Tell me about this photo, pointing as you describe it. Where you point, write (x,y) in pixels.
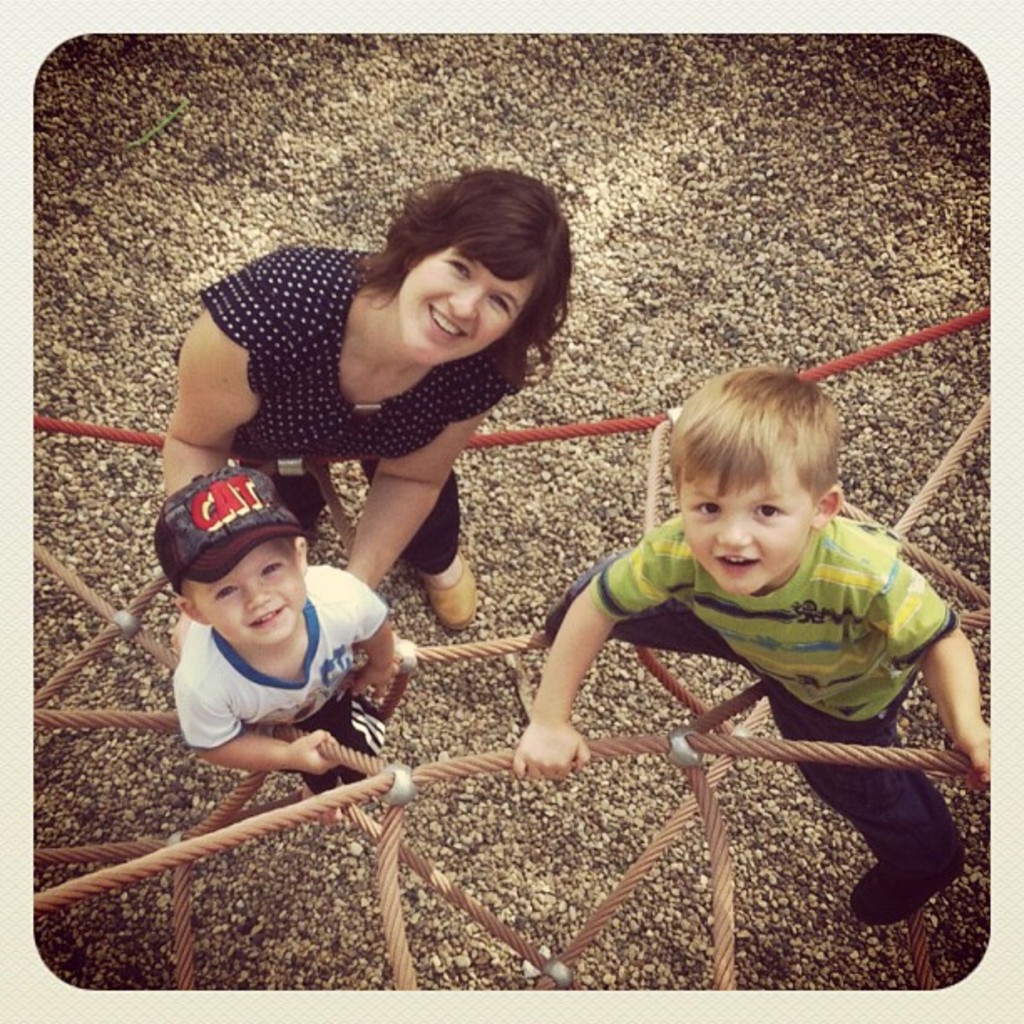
In this picture I can see there is a boy (848,654) on to right (691,648) and he is holding a rope (737,752) and smiling, he is wearing a green shirt (829,700) and smiling. There is another boy (277,638) on to left (201,674) and there is a woman (351,452), she is holding the boy (212,667) and the boy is wearing a white shirt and a cap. The woman (333,372) is wearing a blue shirt (290,397) and there are few stones (215,118) and pebbles (264,102) on the floor (264,102).
